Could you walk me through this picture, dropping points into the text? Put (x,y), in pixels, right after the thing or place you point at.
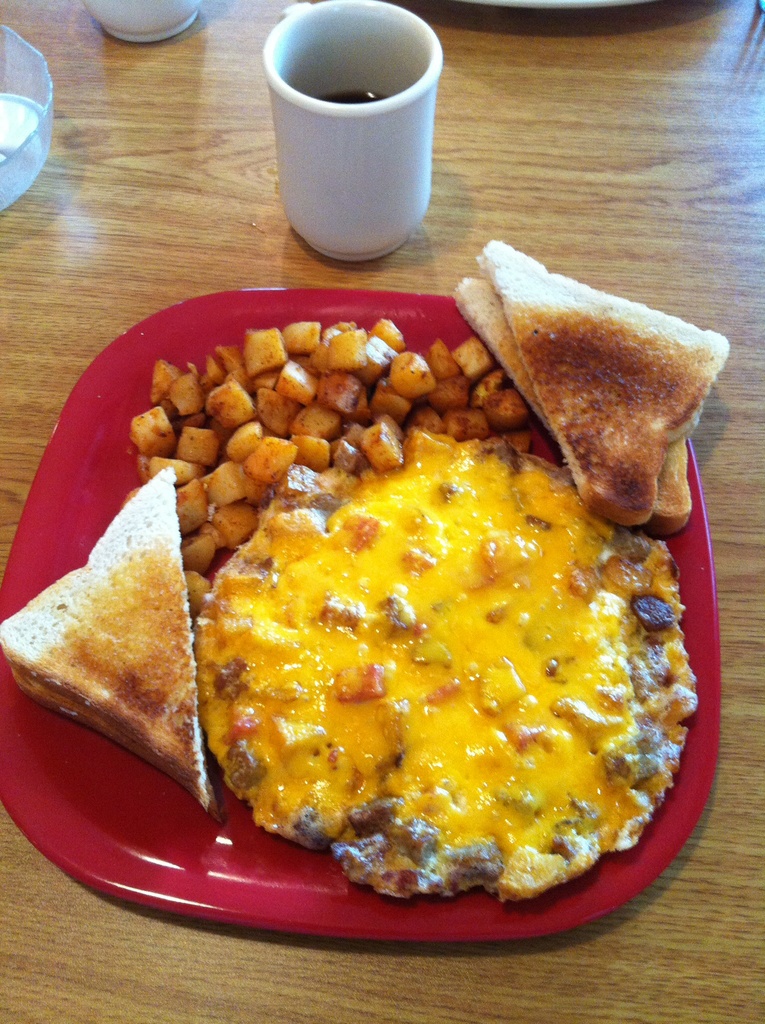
There is a wooden table (276,178). On that there is a white cup (406,153) and a red plate (191,305). On the plate (175,325) there are toasted breads (138,608), fried potato pieces (315,399) and yellow color food item (458,663).
